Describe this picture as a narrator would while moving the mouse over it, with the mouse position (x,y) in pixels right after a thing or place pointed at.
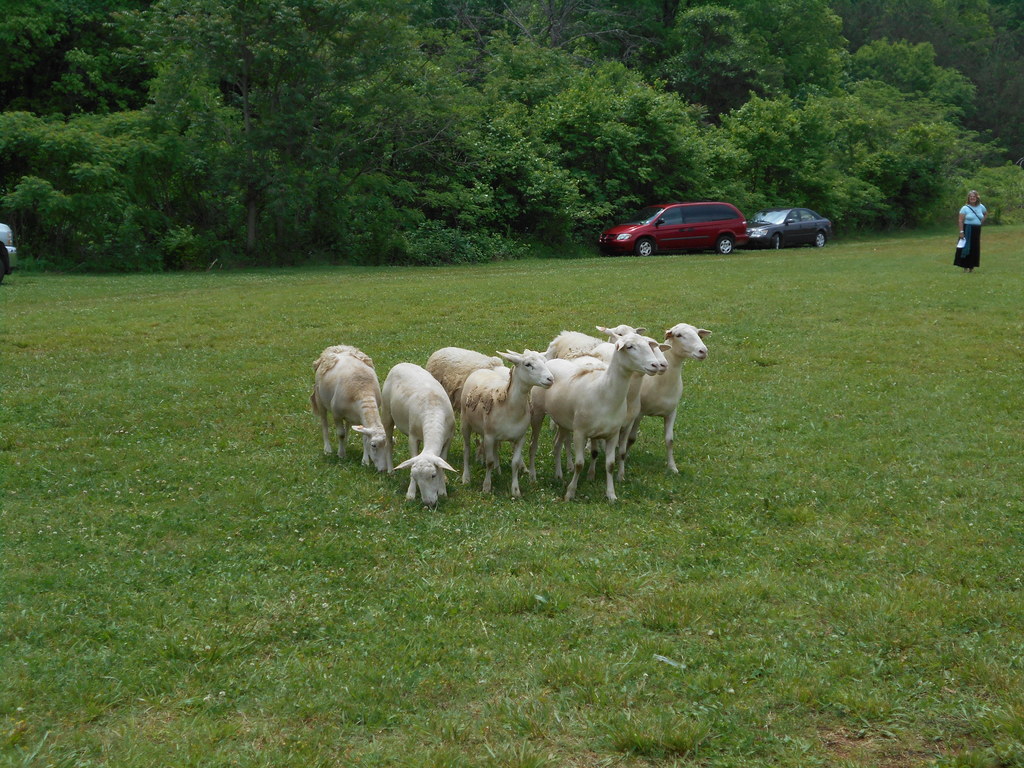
In the picture I can see white color sheep (439,425) standing on the ground (497,511). In the background (670,312) I can see vehicles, a person (974,217) standing on the ground (586,322), trees (375,118), the grass (482,321) and some other objects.
